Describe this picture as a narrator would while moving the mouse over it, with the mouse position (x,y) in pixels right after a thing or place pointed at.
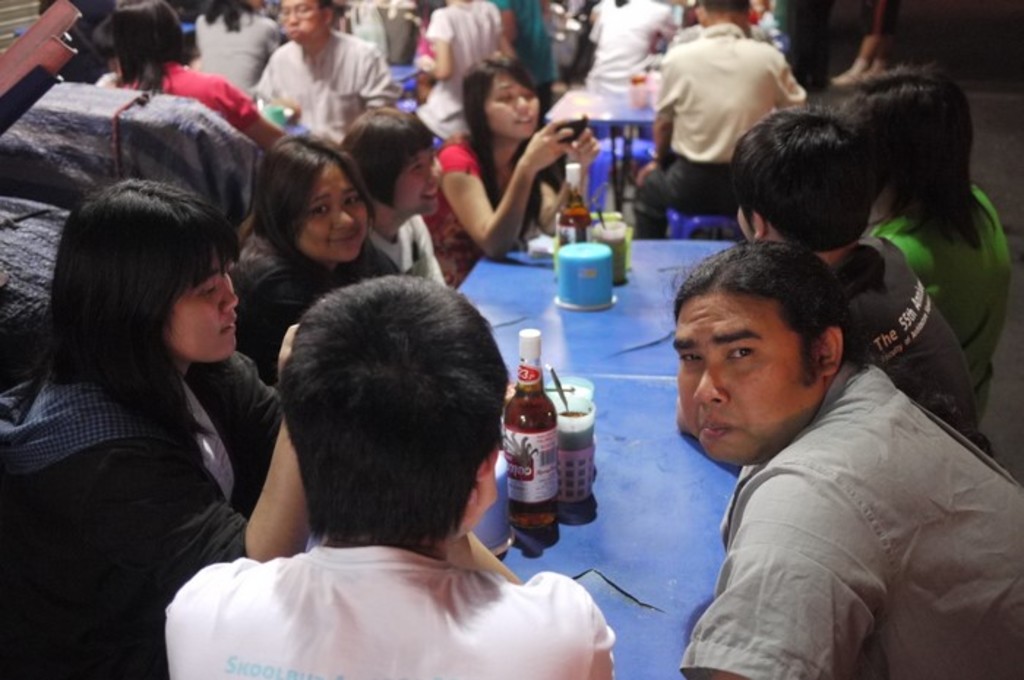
There is a group of people (405,286). They are sitting on a chairs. In the center of the woman (447,149) is holding a mobile (585,131). There is a table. There is a bottle (526,335), glass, spoon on a table (522,312). There is a another table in the center (673,253). There is a bowl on the center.
